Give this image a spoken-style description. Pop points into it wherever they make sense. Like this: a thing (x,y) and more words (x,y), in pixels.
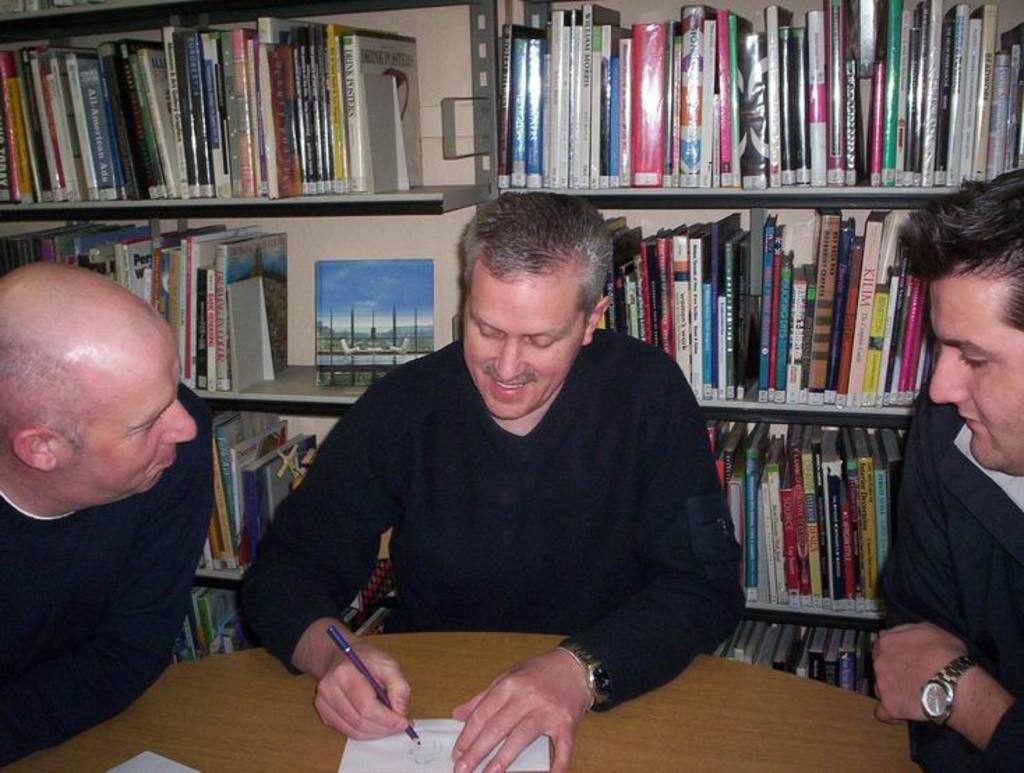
In the foreground of this image (610,554), there are three men (597,591) sitting near a table (683,741) among which there is a man (620,588) holding a pencil (376,687) and writing on a paper (447,730). In the background (286,233), there are books (629,101) in the rack (578,191).
